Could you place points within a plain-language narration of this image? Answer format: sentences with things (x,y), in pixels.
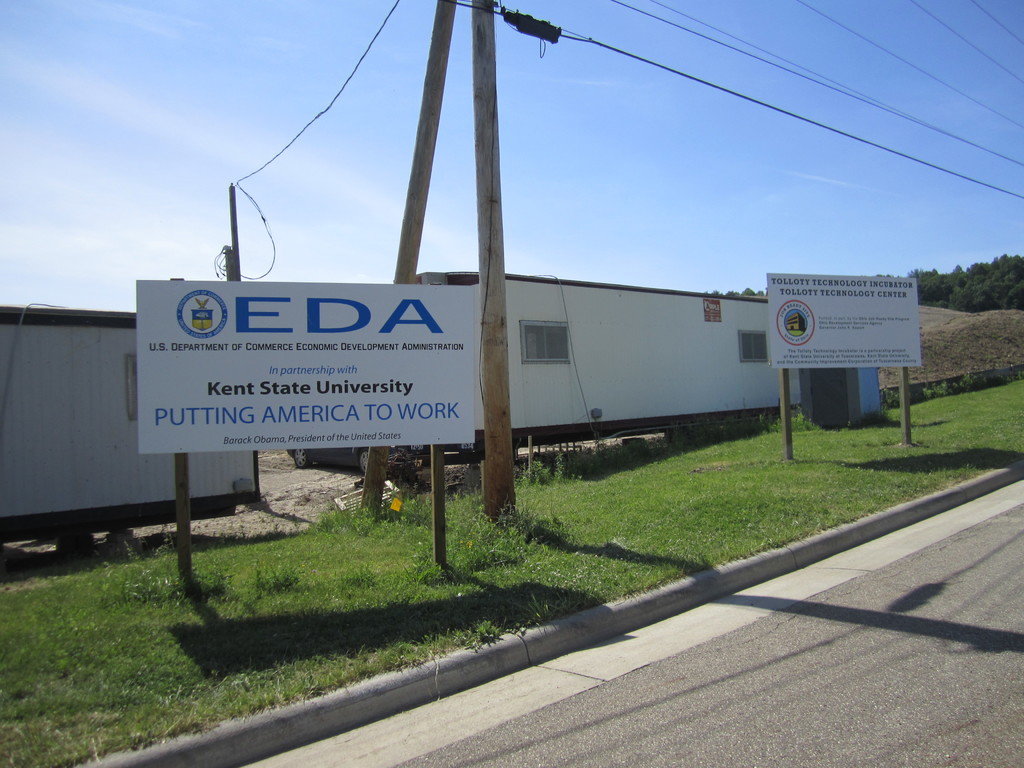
This image is clicked on the road (712,696). At the bottom (636,711), there is a road (457,726). Beside the road (618,716) we can see green grass (450,510) on the ground (463,597). In the front (851,340), there are two board (851,340). In the middle (502,502), there are electric poles (500,361). In the background (66,465), there are cabins (542,368). On the right (961,295), we can see a tree (950,304). At the top (117,117), there are wires (607,48) and a sky (378,152).
